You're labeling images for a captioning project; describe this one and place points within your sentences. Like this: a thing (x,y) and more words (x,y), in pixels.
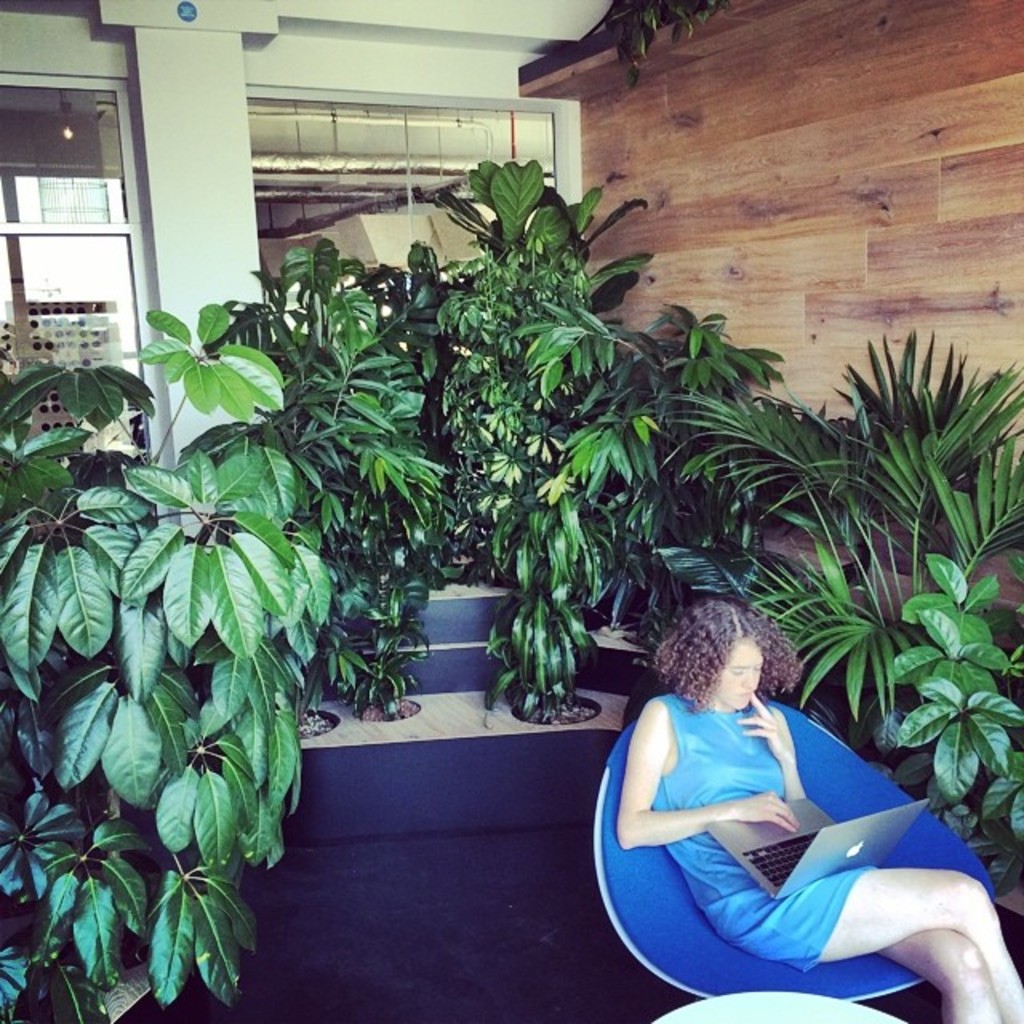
In this image we can see a woman (700,825) sitting on a chair (827,970) and looking at a laptop (818,843). In the center of the image (627,486) we can see some plants (58,909). In the background (890,572), we can see windows (313,194), a pillar (149,214) and the wall (802,156).
